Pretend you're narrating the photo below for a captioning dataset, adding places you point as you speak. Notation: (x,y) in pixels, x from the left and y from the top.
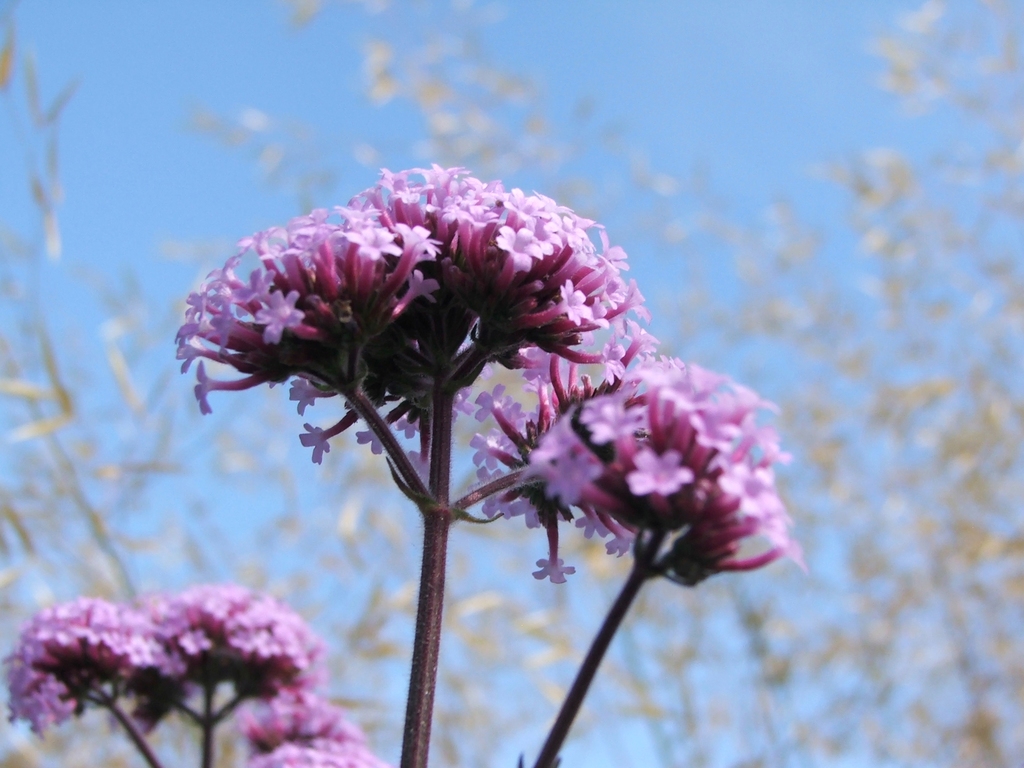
In this image, we can see bunches of flowers (351,241) with stems (417,485). In the background (715,612), there is a blur view. In the bottom left corner (195,720), we can see flowers (83,679) and stems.
